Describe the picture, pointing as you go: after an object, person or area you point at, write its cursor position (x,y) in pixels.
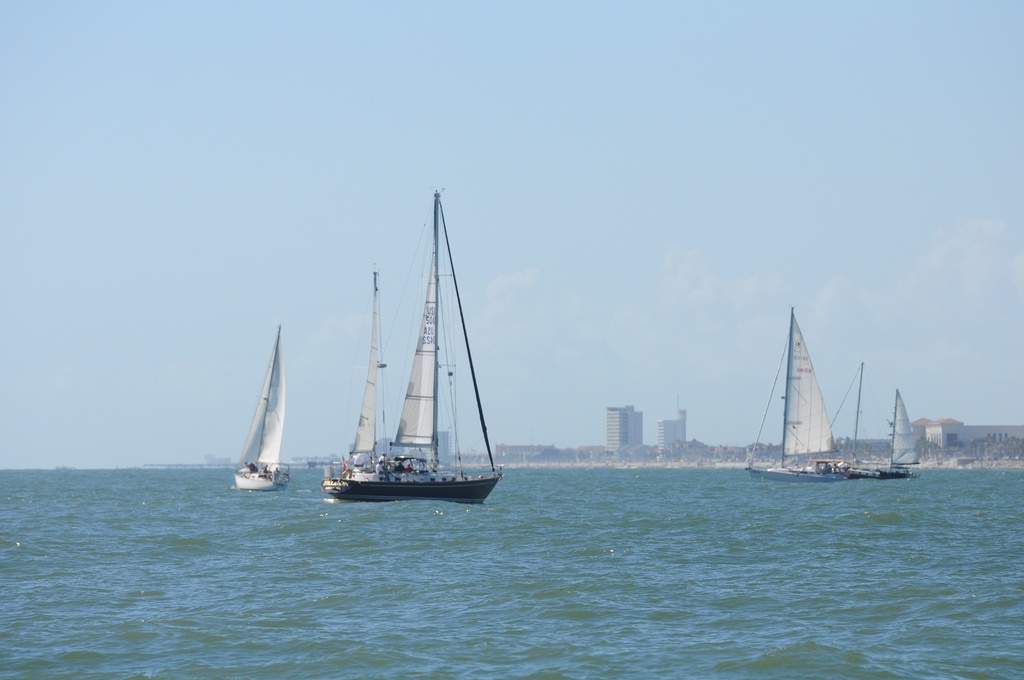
In this image in the front (441,538) there is water (446,563). In the center (435,325) there are boats (375,474) sailing on the water (564,474) with the persons (406,469) inside it. In the background (558,445) there are buildings (661,432) and the sky (564,346) is cloudy.
